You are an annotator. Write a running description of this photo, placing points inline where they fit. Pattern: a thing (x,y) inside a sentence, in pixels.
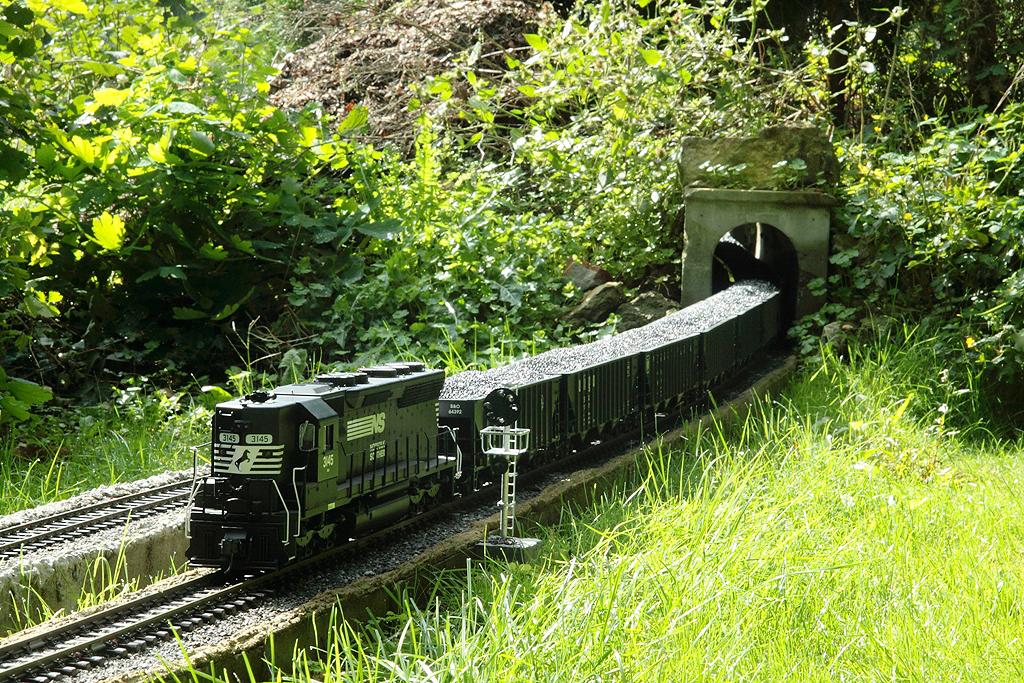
In this image we can see a train (378,465) on the track (534,480). We can also see some grass (188,461), plants (141,253) and a pole (507,552).
